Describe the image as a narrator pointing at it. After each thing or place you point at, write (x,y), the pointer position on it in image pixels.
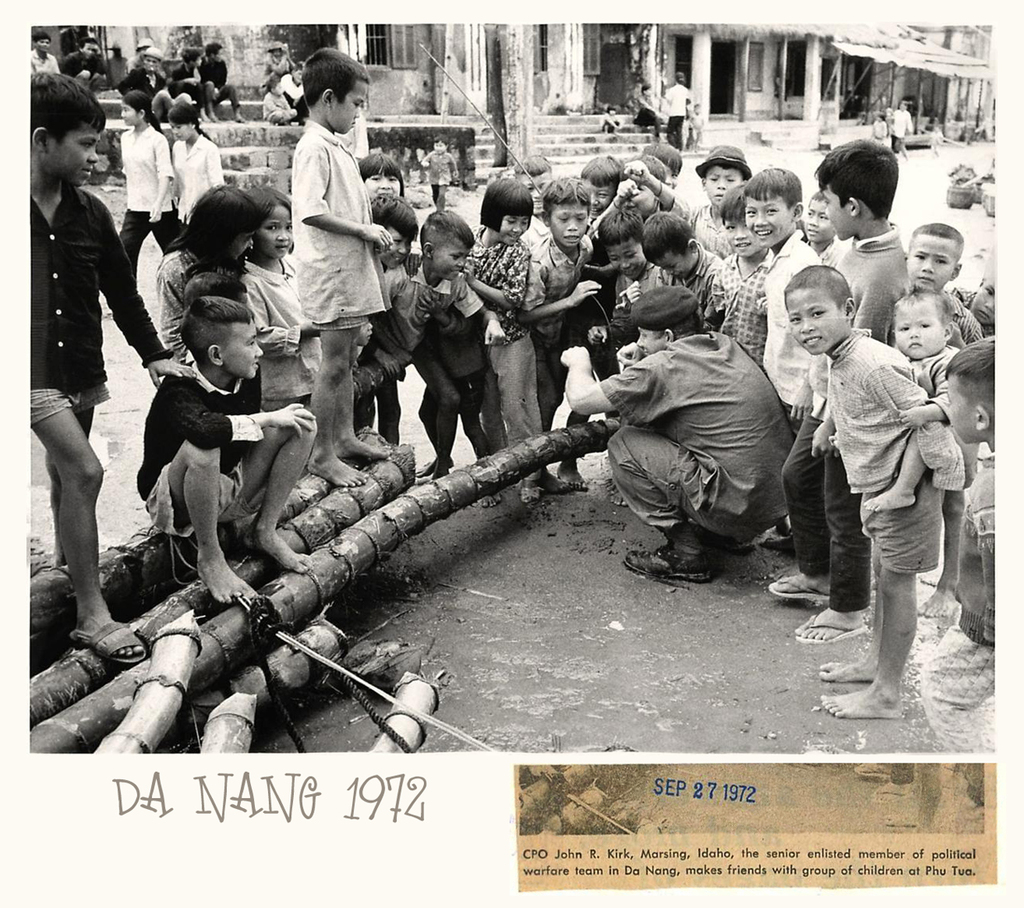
This picture might be an article in the paper. This is a black and white image. In this image, we can see a group of people (408,232). In the background (546,108), we can also see two pillars (738,79) and a staircase (490,148), at the bottom (716,853), we can see some text (892,862) written in the article.
